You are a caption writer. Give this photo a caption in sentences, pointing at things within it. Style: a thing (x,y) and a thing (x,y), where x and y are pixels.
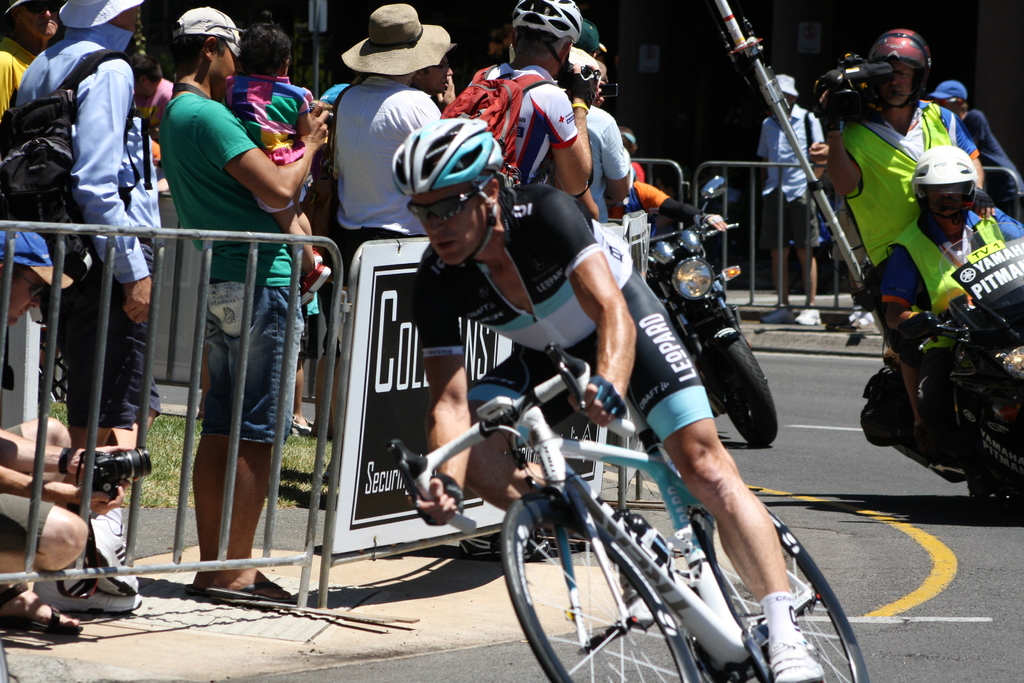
As we can see in the image there are few people (198,144) here and there and there is a motorcycle (976,392) and bicycle (619,617).
